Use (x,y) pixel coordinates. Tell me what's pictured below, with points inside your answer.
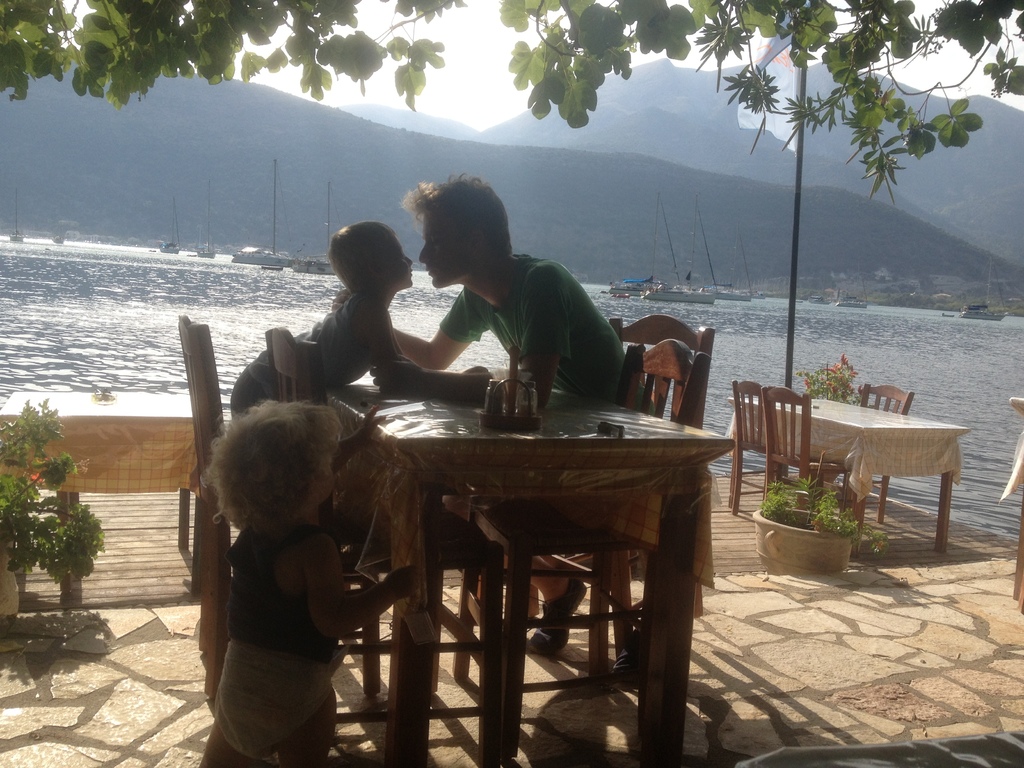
In this image I can see a two childrens (260,549) and the man (523,284) is sitting on the chair (679,350). On the table (601,415) there is a holder (506,396). At the background (621,231) we can see mountains (666,209), ship (691,299) and a water (739,334). There are flower pots (823,538).
